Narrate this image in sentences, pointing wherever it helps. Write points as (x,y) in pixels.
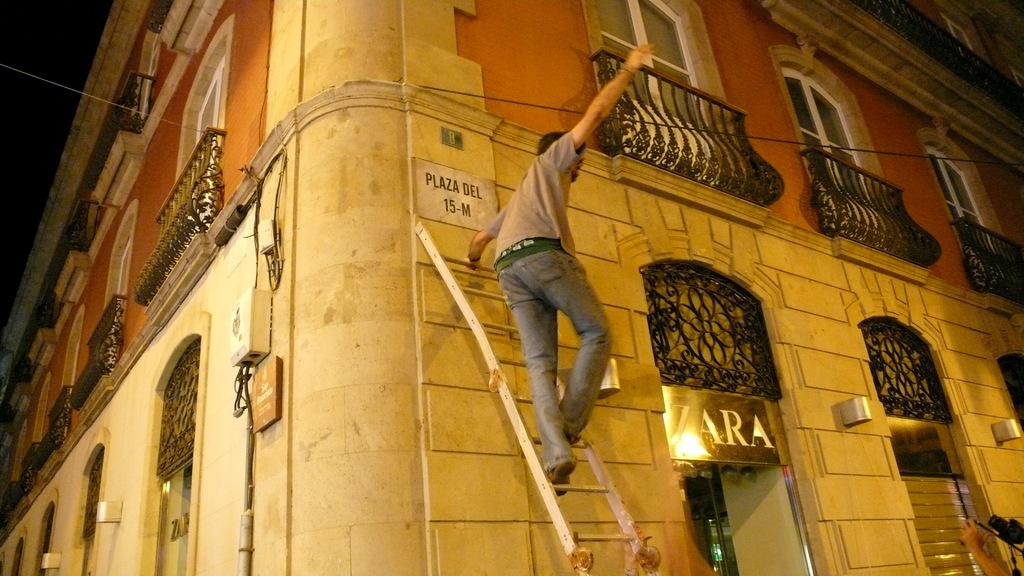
A person (560,301) is standing on ladder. To this building (589,66) there are windows (955,217).
